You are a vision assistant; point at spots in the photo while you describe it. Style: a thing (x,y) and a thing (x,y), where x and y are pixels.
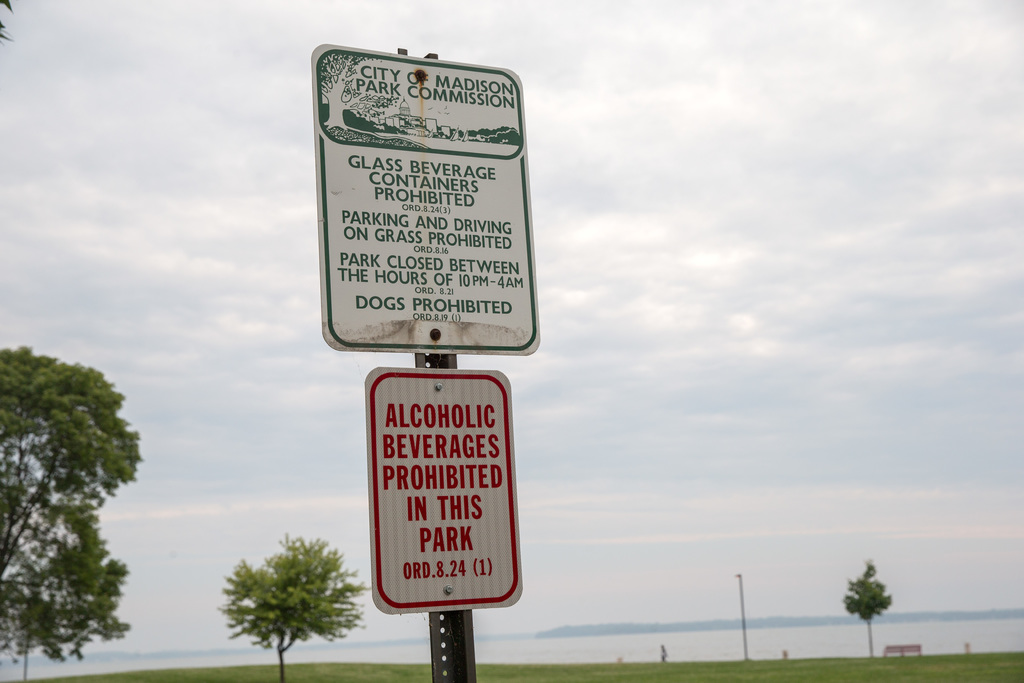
In this image in front there are boards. At the bottom of the image (319,666) there is grass (368,668) on the surface (371,671). There are trees (880,604). There is a bench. There is a light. In the center of the image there is water (653,643). In the background of the image (712,623) there are mountains (793,617) and sky (818,393).
